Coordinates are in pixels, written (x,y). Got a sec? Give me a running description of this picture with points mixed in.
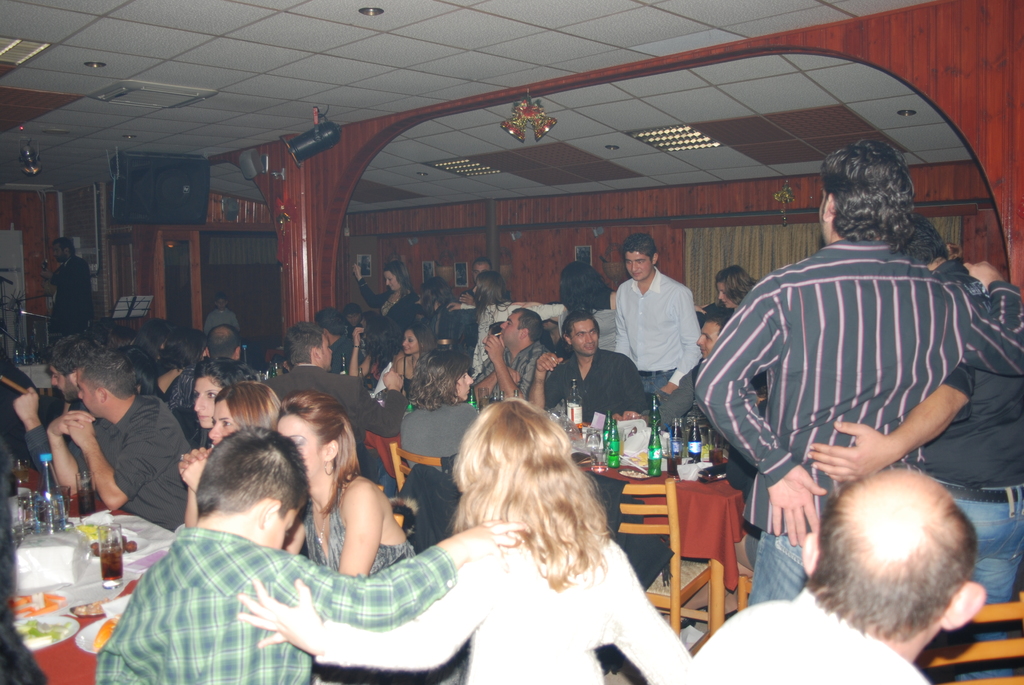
In this image I can see number of people (558,377) are sitting on chairs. I can also see few of them are standing. Here on this table (683,432) I can see few bottles (609,433).
